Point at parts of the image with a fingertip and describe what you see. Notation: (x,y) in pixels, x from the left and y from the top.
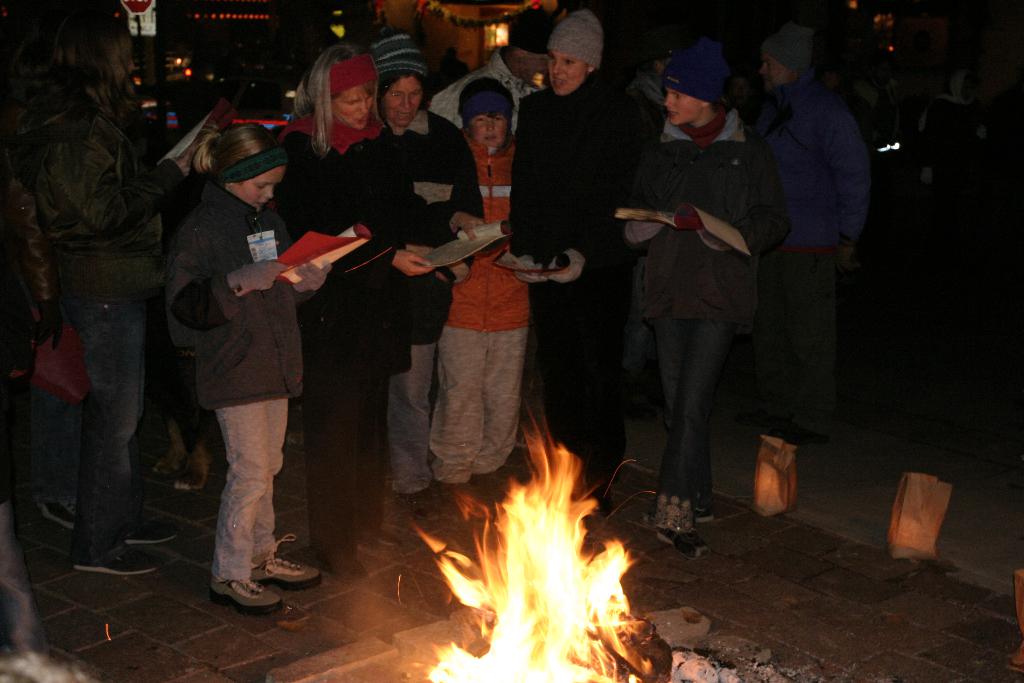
In this image we can see people (570,314) holding books (529,261) and standing on the ground (207,592). At the bottom (596,621) we can see the fire (488,622).
